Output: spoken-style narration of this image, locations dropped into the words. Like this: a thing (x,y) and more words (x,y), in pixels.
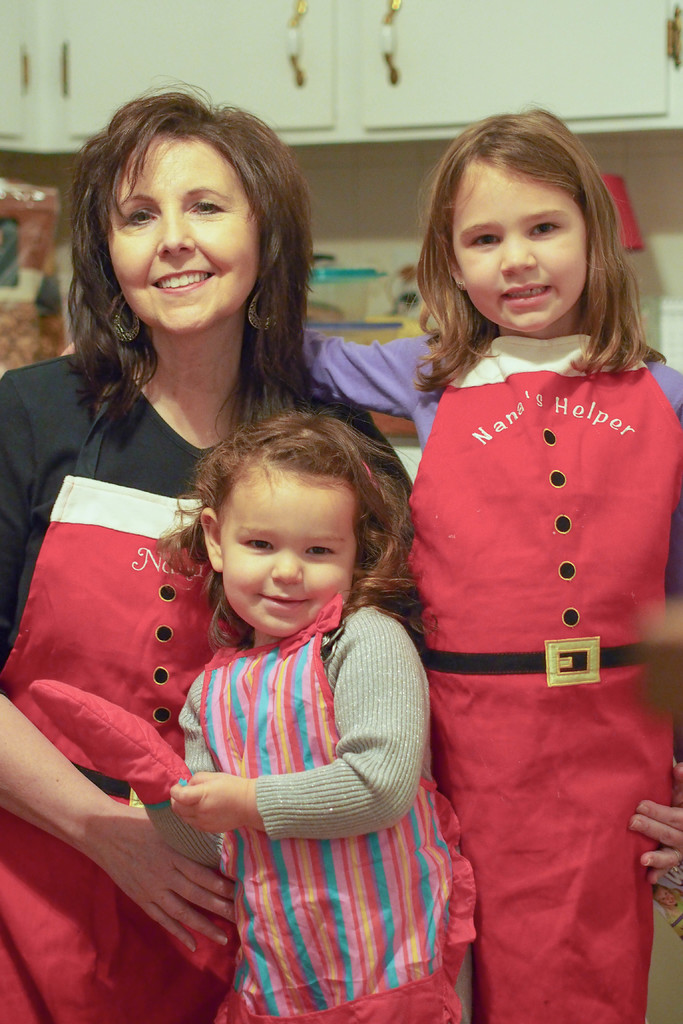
In this image in the center (260,519) there are persons (310,627) standing and smiling. In the background (231,65) there are wardrobes (288,65) which are white in colour and there is an object (359,295) which is blue and white in colour, red colour lamp (631,231).
